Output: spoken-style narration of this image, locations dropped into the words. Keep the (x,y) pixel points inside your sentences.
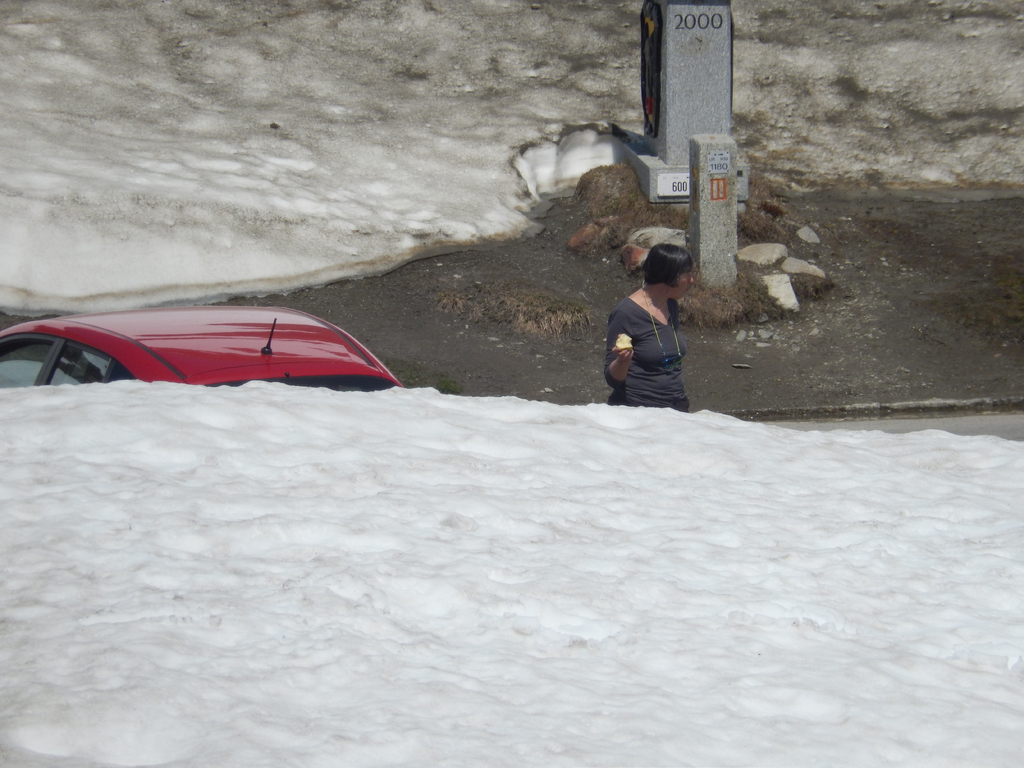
At the bottom of the image (372,738) we can see snow (466,426). In the middle of the image (667,382) a woman (611,330) is standing and holding something in her hand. Behind her we can see a vehicle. At the top of the image (575,236) we can see some poles (722,240) and stones (663,239).
